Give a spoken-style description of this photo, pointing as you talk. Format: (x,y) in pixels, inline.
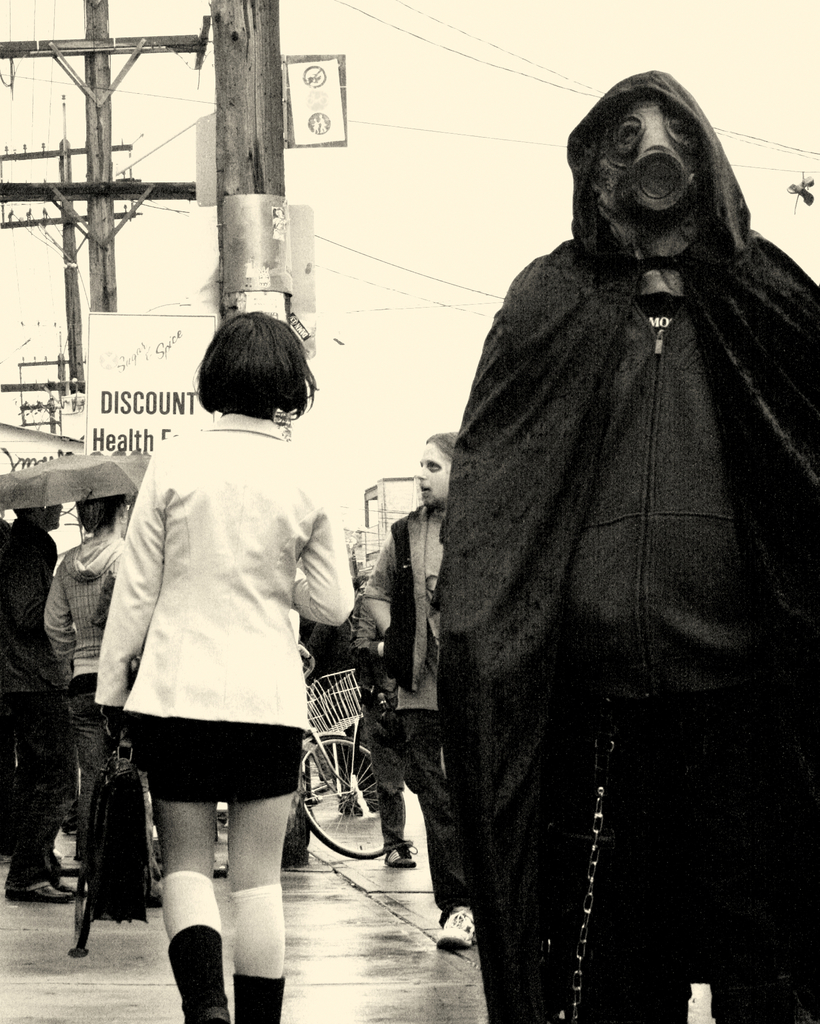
Black and white picture. Here we can see current pole (90,153), boards (209,149), wheel (348,846) and people (413,639). This person (227,666) is holding a bag (102,909). This is an umbrella (53,488).
